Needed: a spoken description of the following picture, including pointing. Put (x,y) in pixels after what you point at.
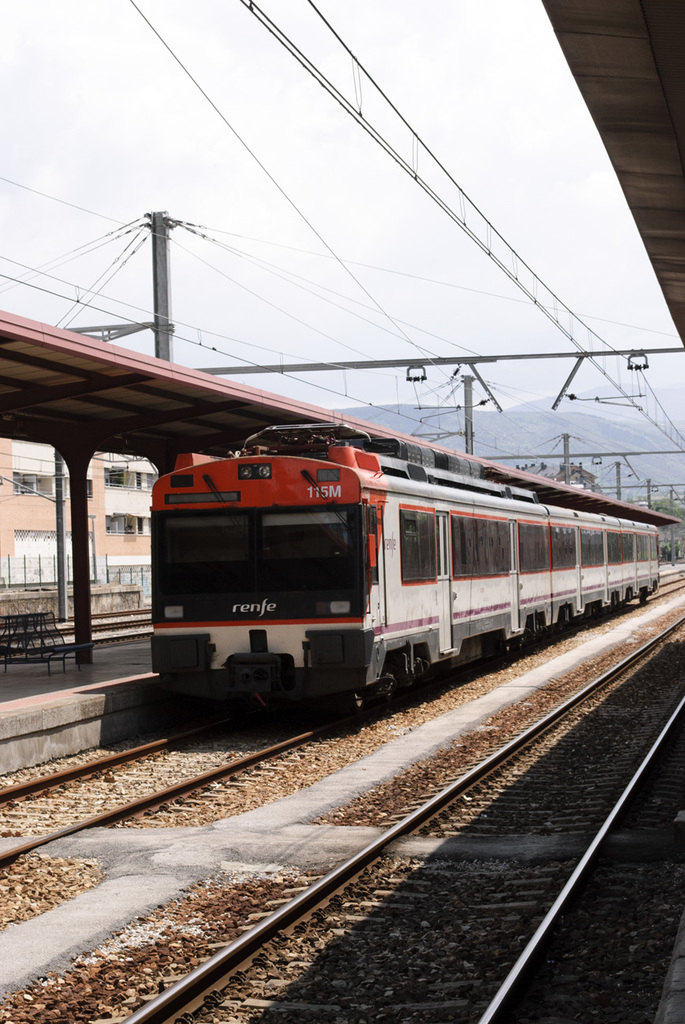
In this image there is the sky (238,128) truncated towards the top of the image (325,126), there are wires (463,349) truncated, there are poles (664,452), there is a building (32,507) truncated towards the left of the image (22,513), there is a railway station (110,604), there is a bench (42,645) truncated towards the left of the image (8,645), there is a train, there are railway tracks (66,628), there is a railway track (472,890) truncated towards the right of the image (553,731), there is a track (377,918) truncated towards the bottom of the image (333,980), there are mountains (522,449) truncated, there is an object (630,70) truncated towards top of the image (640,74), there is an object (640,141) truncated towards right of the image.
